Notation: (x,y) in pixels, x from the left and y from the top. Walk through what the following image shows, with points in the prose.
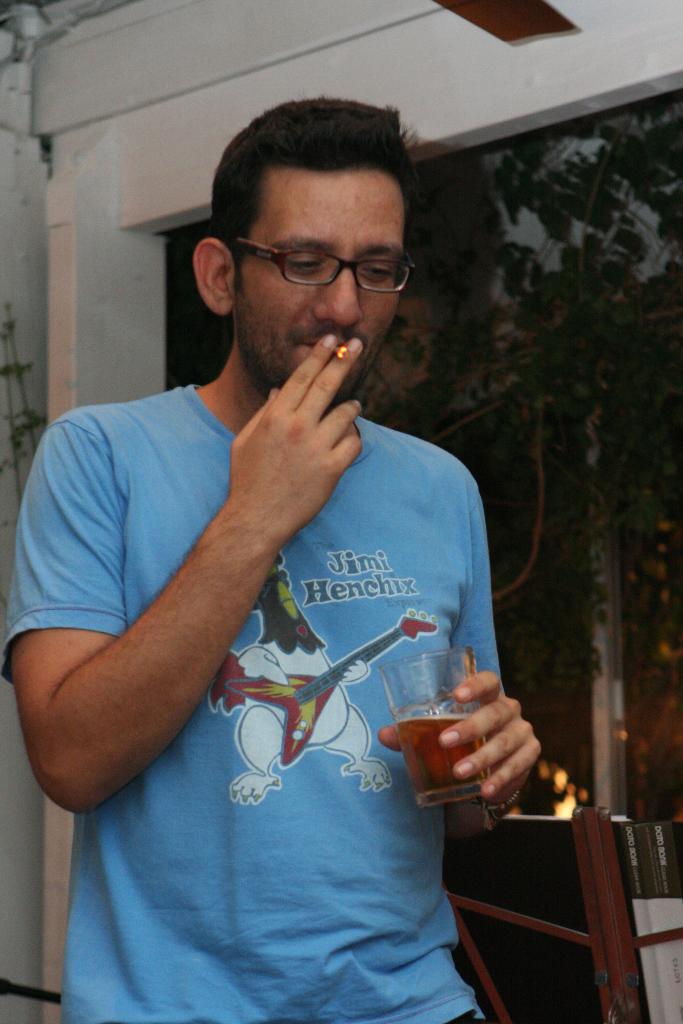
In this image there is a person (309,539) smoking a cigarette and holding a glass (448,722) with some drink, there is a fan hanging from the roof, there are some book (645,924) and a window (530,229), outside the window (516,294) there is a tree (465,280).
